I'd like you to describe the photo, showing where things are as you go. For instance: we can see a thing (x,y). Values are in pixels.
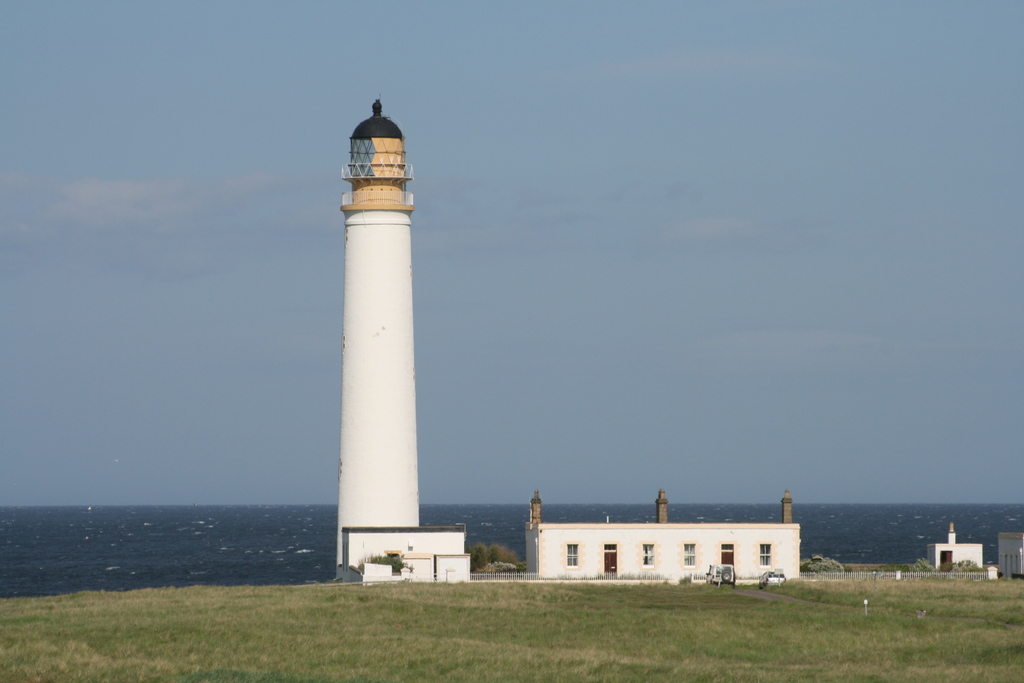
In this picture there is a barns ness lighthouse (354,285) in the center of the image (357,363) and there is grassland (431,631) at the bottom side of the image (47,611) and there is water (454,511) in the background area of the image (912,535).
